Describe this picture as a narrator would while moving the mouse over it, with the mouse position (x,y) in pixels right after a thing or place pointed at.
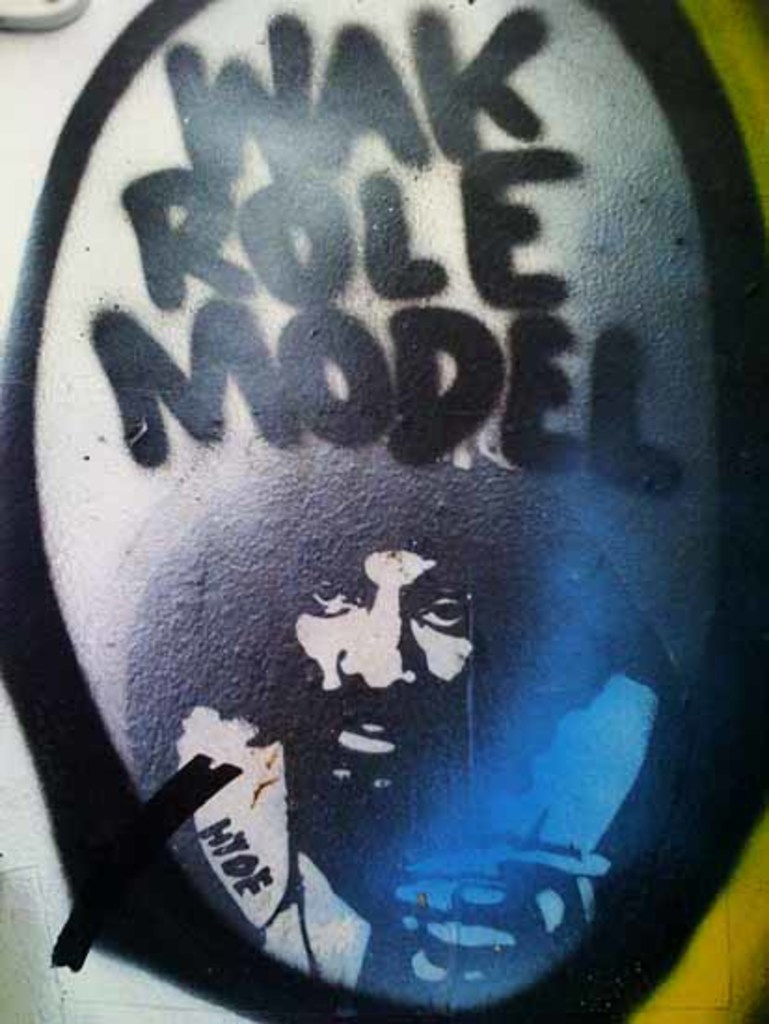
In this image there is a graffiti (333,610) as we can see the person's face (420,718) in the bottom of this image (319,756) and there is some text (326,152) on the top of this image (323,208).
